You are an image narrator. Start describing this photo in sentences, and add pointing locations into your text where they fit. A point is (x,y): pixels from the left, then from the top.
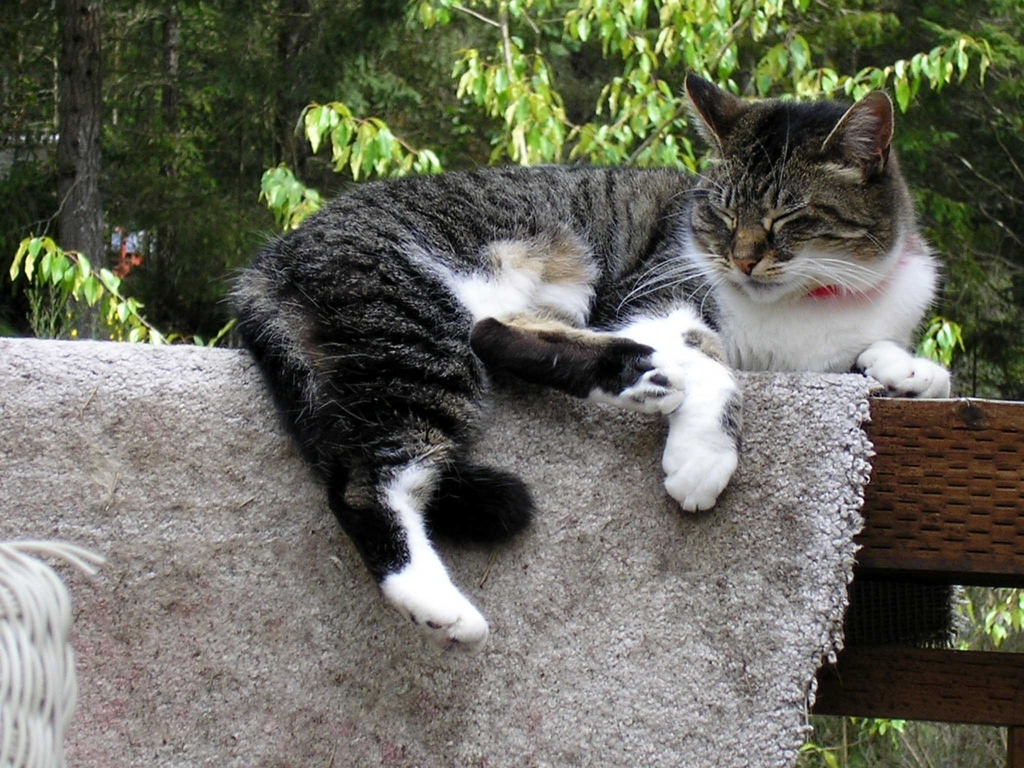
In this picture we can see a cat (672,292) laying here, there is a mat (571,655) here, in the background (480,115) there are some trees (484,22).
